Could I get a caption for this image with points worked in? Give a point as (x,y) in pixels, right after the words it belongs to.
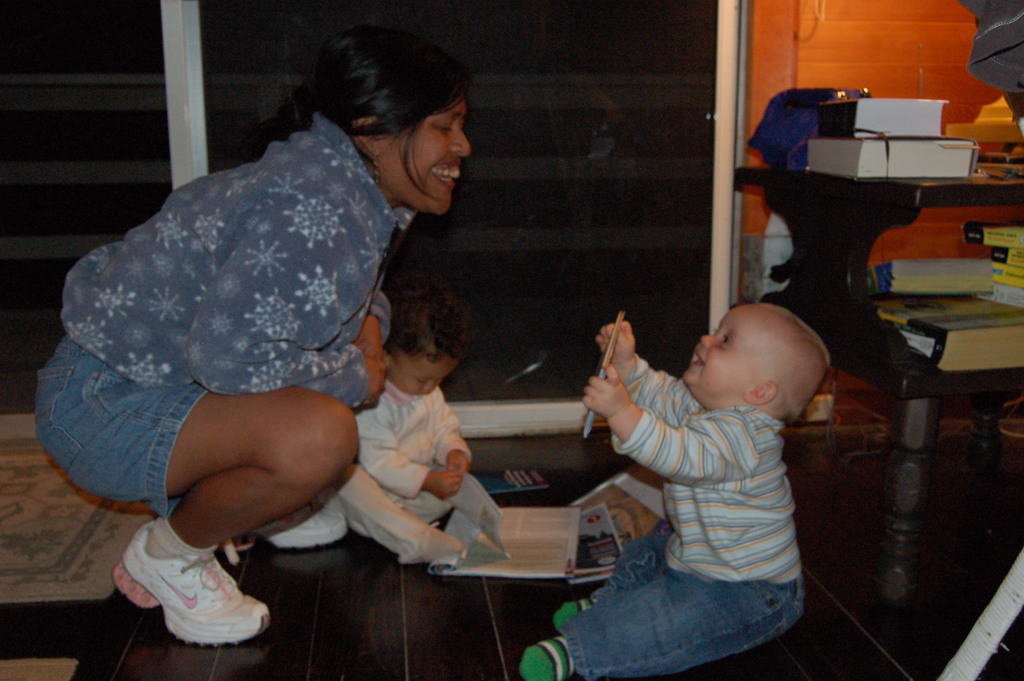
In this image i can see a woman (381,155) two kids (444,396) at the background (934,132) i can see few books (944,157) on a table (933,180), a window (692,67) and a wall (781,80).
